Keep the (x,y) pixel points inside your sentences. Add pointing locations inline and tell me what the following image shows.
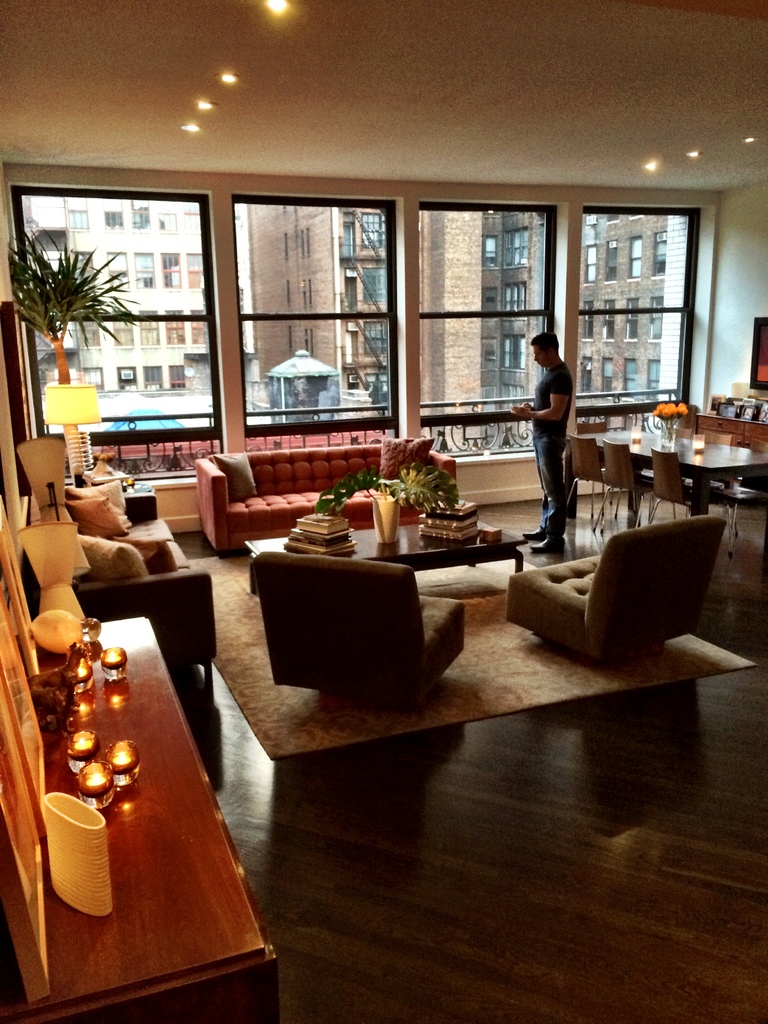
The photo is taken inside a room (192,579). In the room (187,552) there are many furniture (376,614). In the middle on the right side (739,466) we can see a dining table (640,455) and few chair (664,464). On the dining table (676,447) there is a pot (675,437). Beside it there is a table (751,431). In the middle of the room (517,605) there are sofas (298,515). And a table (411,527) in the middle (411,545). There is a carpet (408,715). On the left hand side (166,818) there is another table (141,781). On the table (109,806) there are candles (102,785) and few other things (86,629). On the top left (24,291) there is a plant (64,285). In the background (142,267) there are glass windows (274,270). Through glass window (260,272) we can see outside there are many building (343,306). On the roof (342,136) there are lights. A man (562,403) is standing just beside the dining table (720,448).
